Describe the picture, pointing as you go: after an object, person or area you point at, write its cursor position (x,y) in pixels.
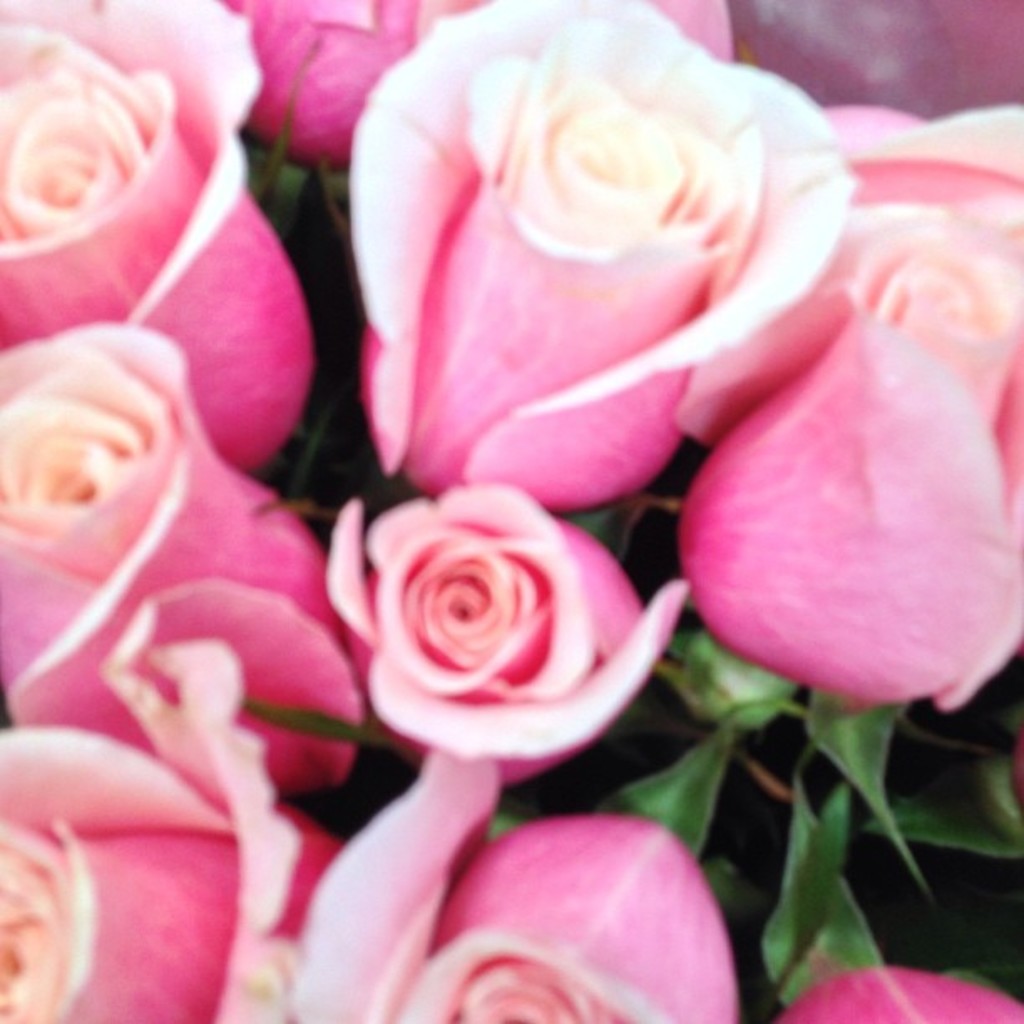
In this picture we can see pink color rose flowers (522,715), we can also see some leaves (793,861) here.
